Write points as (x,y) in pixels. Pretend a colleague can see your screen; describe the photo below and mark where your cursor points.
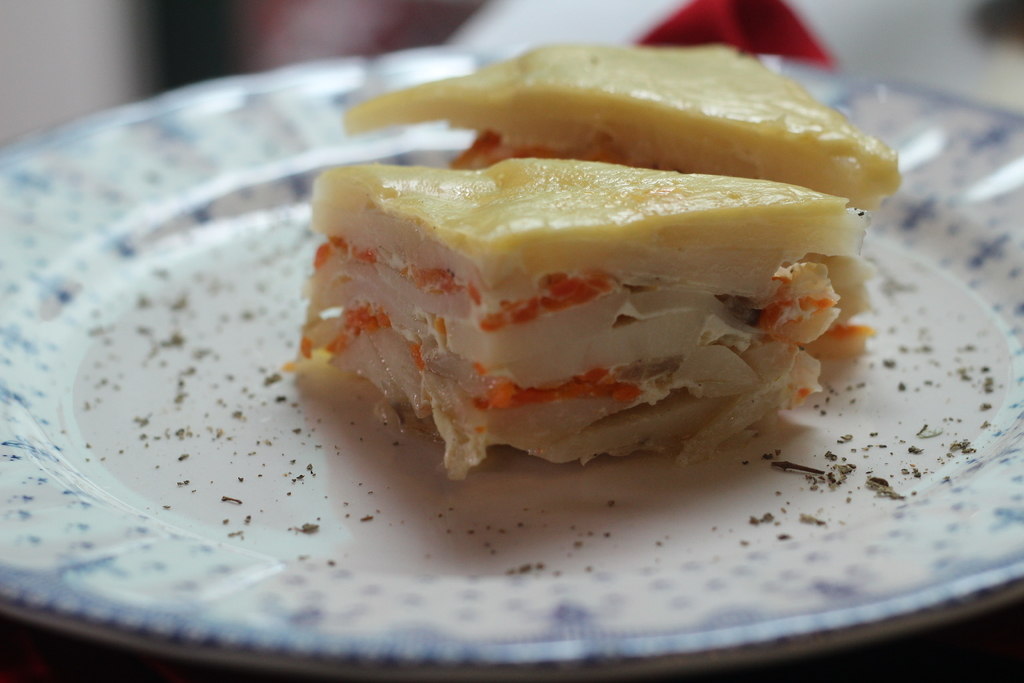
In this image we can see a food item (681,375) kept on the table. The background of the image (87,47) is slightly blurred.
